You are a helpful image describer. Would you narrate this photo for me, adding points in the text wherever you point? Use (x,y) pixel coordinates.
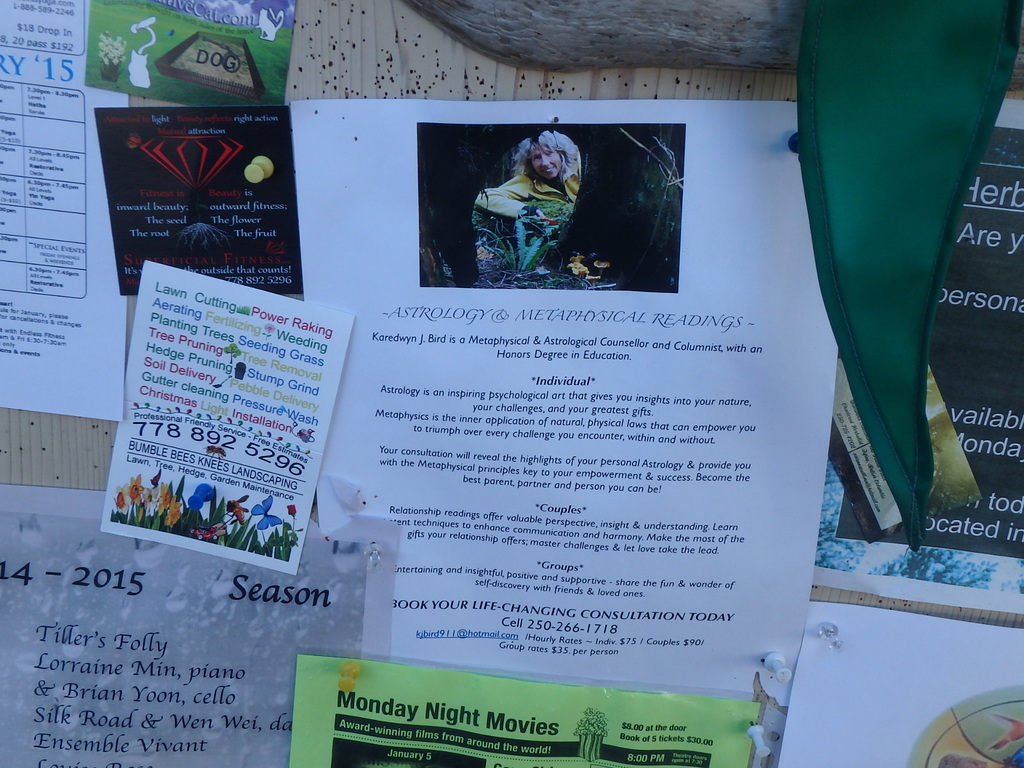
In this image I can see some papers (185,507) are attached to a board (50,450). On these papers (206,414) I can see some text (246,380) and image of a person (539,216). On the top right of a image I can see a green color cloth (893,254).
